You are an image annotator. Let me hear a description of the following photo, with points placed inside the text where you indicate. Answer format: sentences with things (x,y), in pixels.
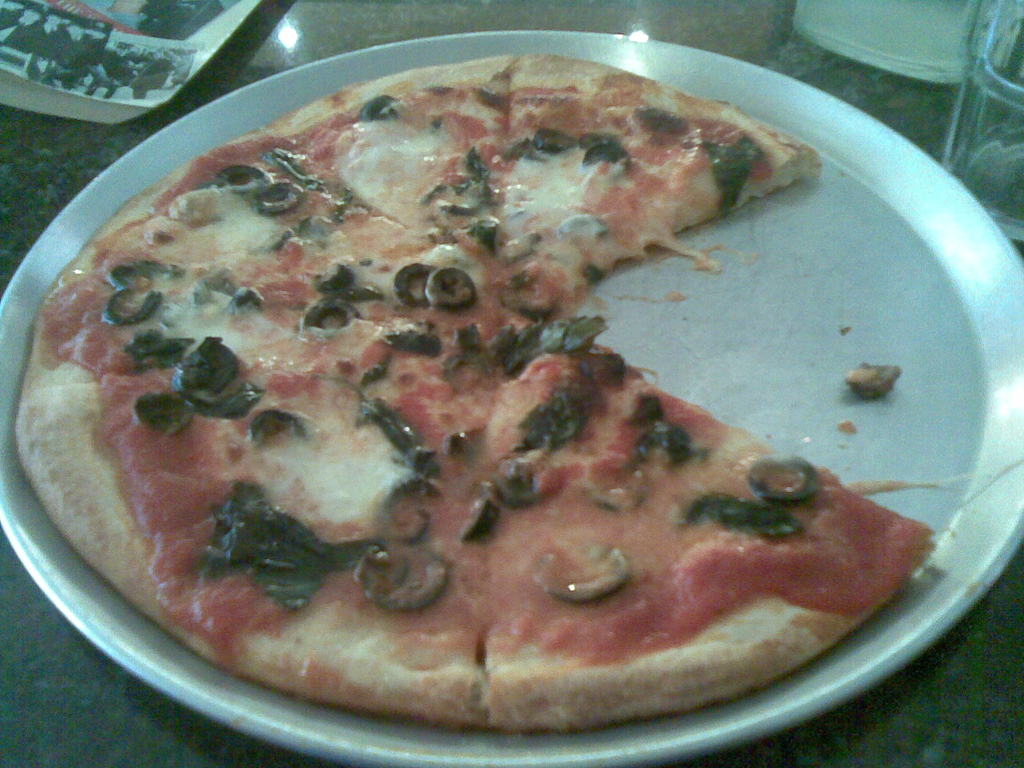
In this image there is a plate (858,311) in which there is a pizza (588,439). Beside the plate (870,326) there is a book (106,68). On the right side (965,124) top there is a glass (979,57).
